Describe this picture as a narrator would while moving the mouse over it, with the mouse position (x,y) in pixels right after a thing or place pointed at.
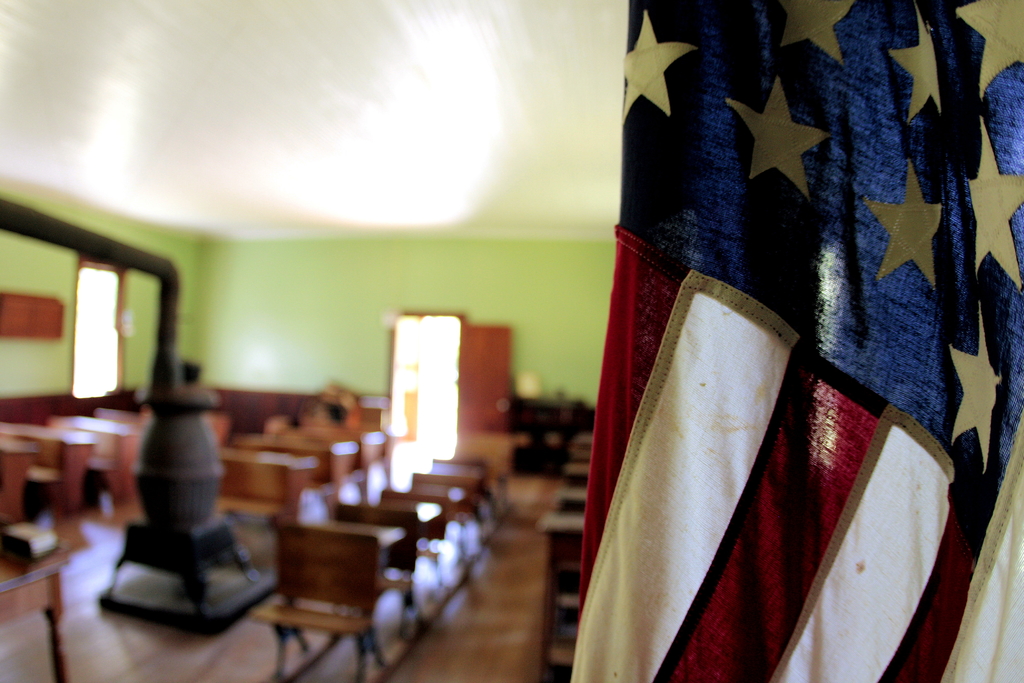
In this picture we can see the inside view of a room (433,592). These are the benches (455,503). This is the green colored wall (289,307). There is a door (497,372). And this is the flag (886,417).
